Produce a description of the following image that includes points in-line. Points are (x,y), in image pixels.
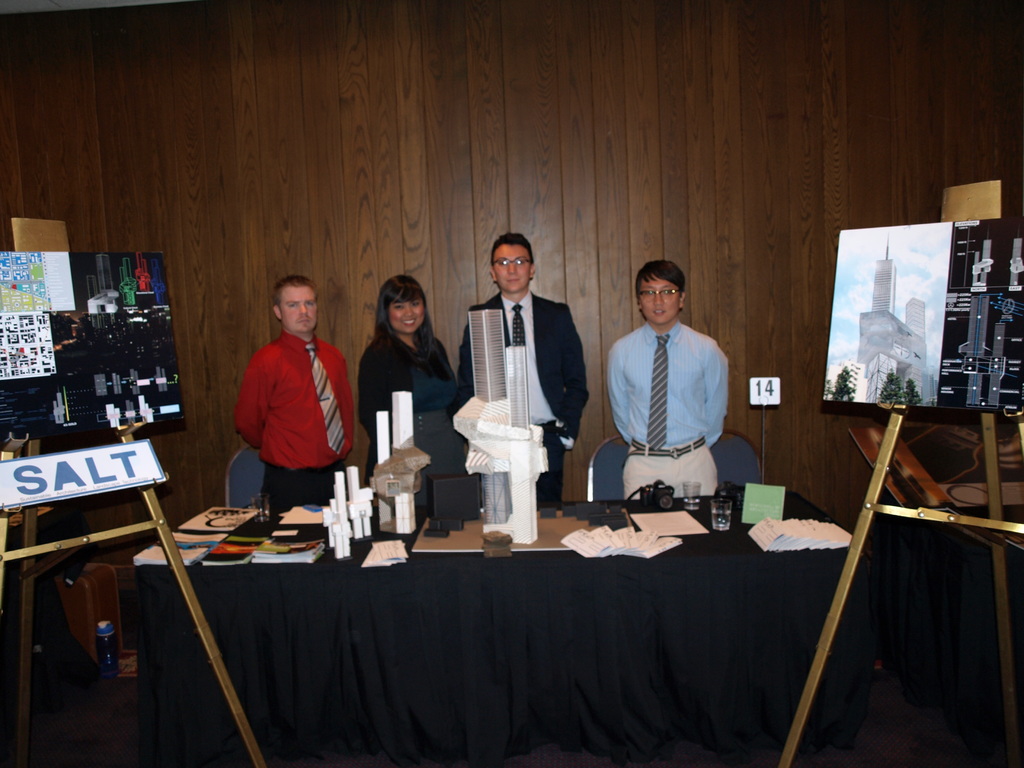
In this image there are four person (390,327) standing. On the table (333,558) there is a book (311,552) and some materials (665,518), camera (669,501) and a glass (694,503). There is a board (44,377).
